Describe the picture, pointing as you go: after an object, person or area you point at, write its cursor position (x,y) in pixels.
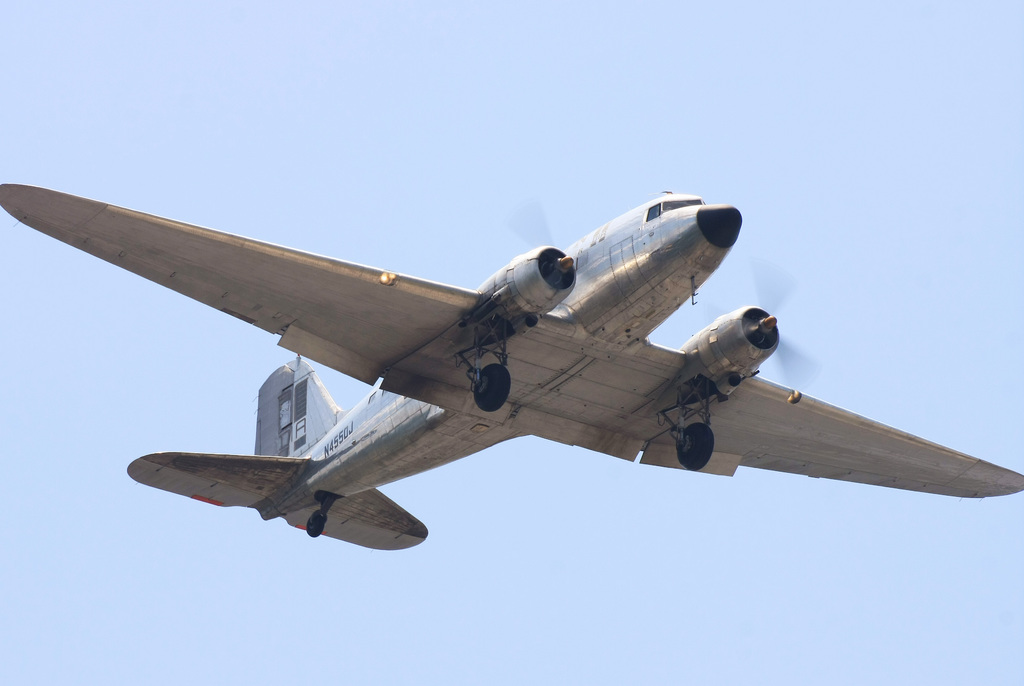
In this picture we can see the silver color craft (386,458) is flying in the sky (506,452). Behind there is a blue sky (123,306).
